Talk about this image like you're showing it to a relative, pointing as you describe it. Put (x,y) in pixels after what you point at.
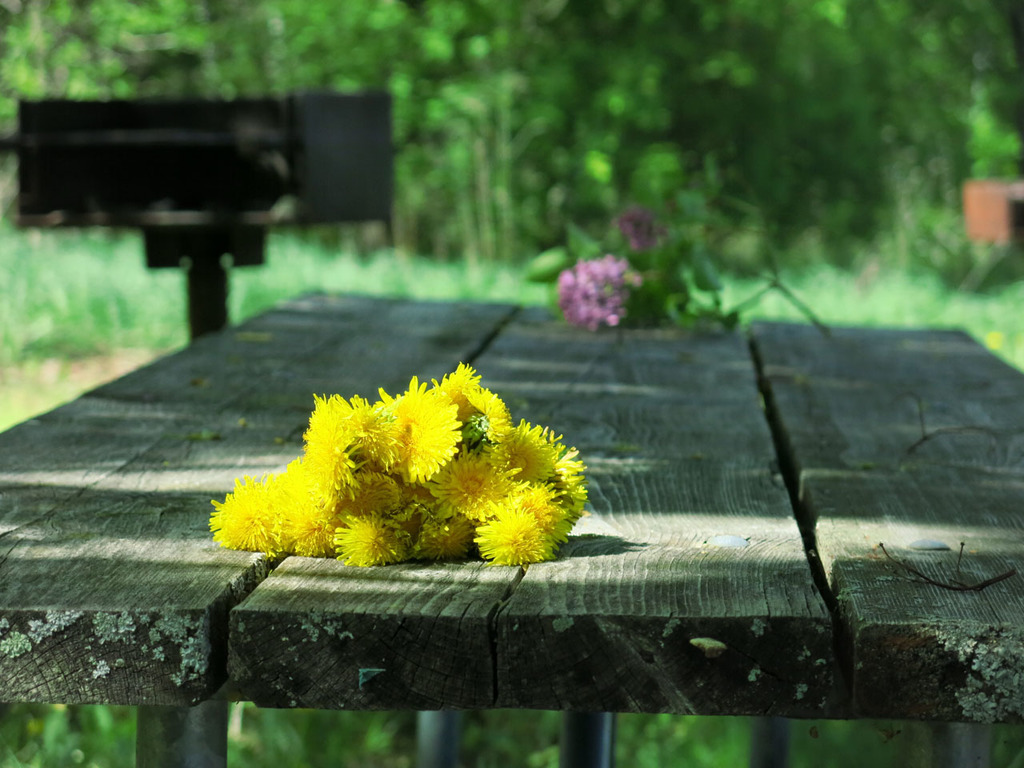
In this image in the front (417,517) there are flowers (425,529) on the bench (287,458). In the center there is an object (201,214) which is black in colour and there are flowers (666,279). In the background (674,97) there are trees (679,118) and plants (715,257).
